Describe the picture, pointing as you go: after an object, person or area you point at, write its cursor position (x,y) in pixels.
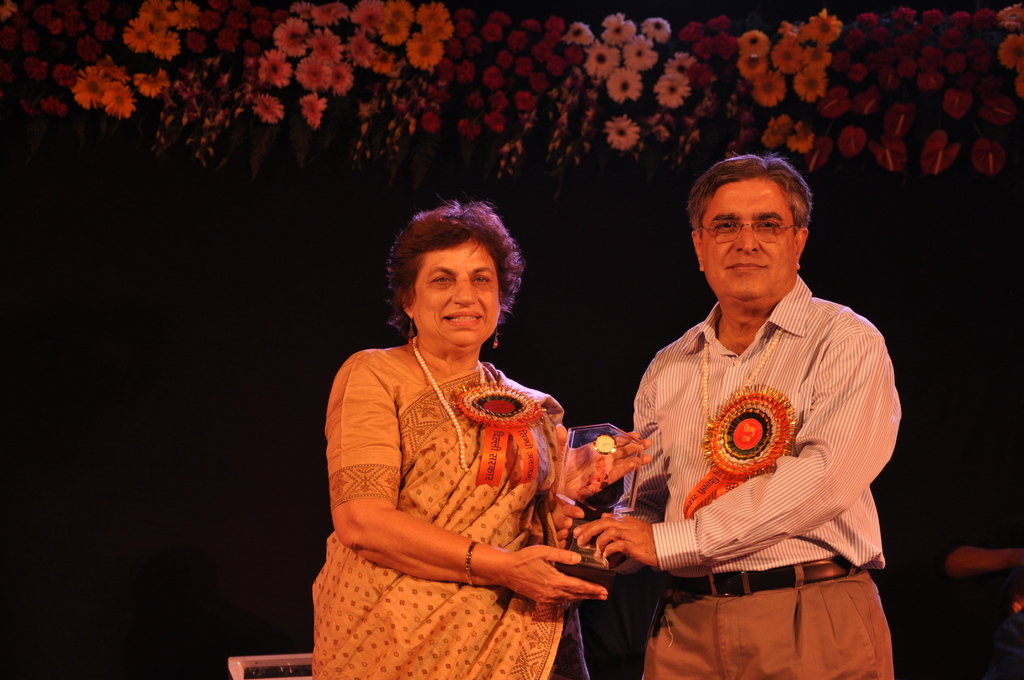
In this image in the front (722,368) there are persons (646,408) standing and holding object (573,502) and smiling. In the background (514,72) there are flowers (448,43) and there is an object (276,663) which is white in colour.
